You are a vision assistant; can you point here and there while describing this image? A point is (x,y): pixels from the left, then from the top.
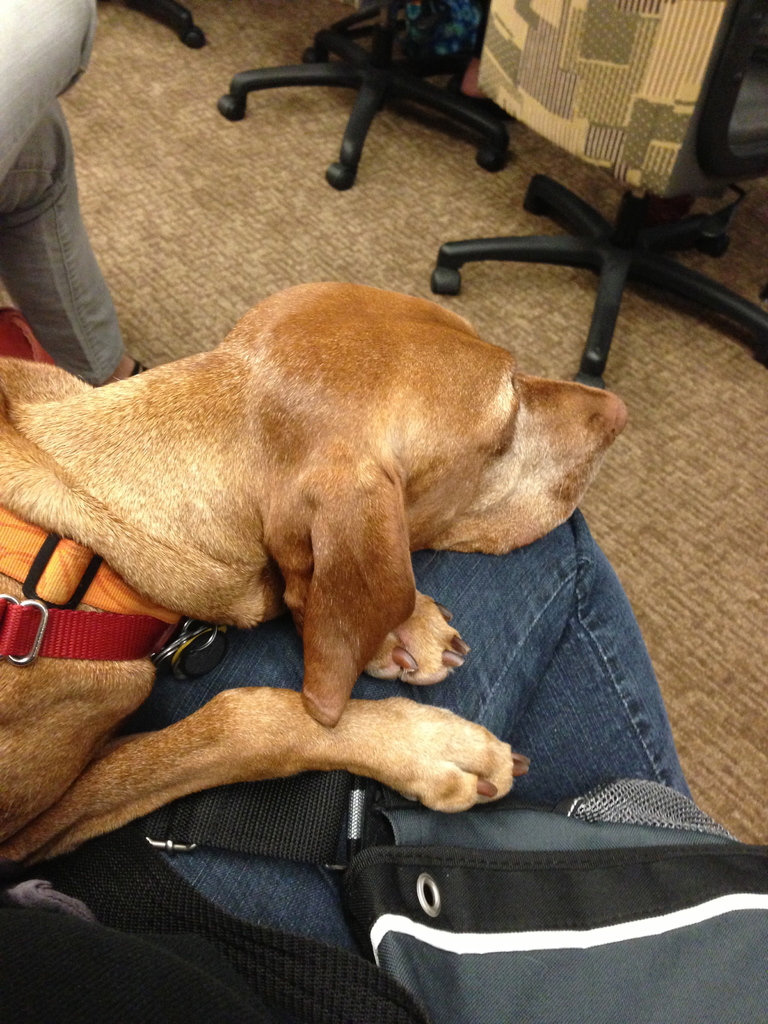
At the bottom of the image (149,749) we can see dog (513,469), bag (563,914) are present on the person legs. On the left side of the image (30,35) we can see persons legs (58,201) are there. In the background of the image (460,197) we can see chairs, floor (419,229) are there.
